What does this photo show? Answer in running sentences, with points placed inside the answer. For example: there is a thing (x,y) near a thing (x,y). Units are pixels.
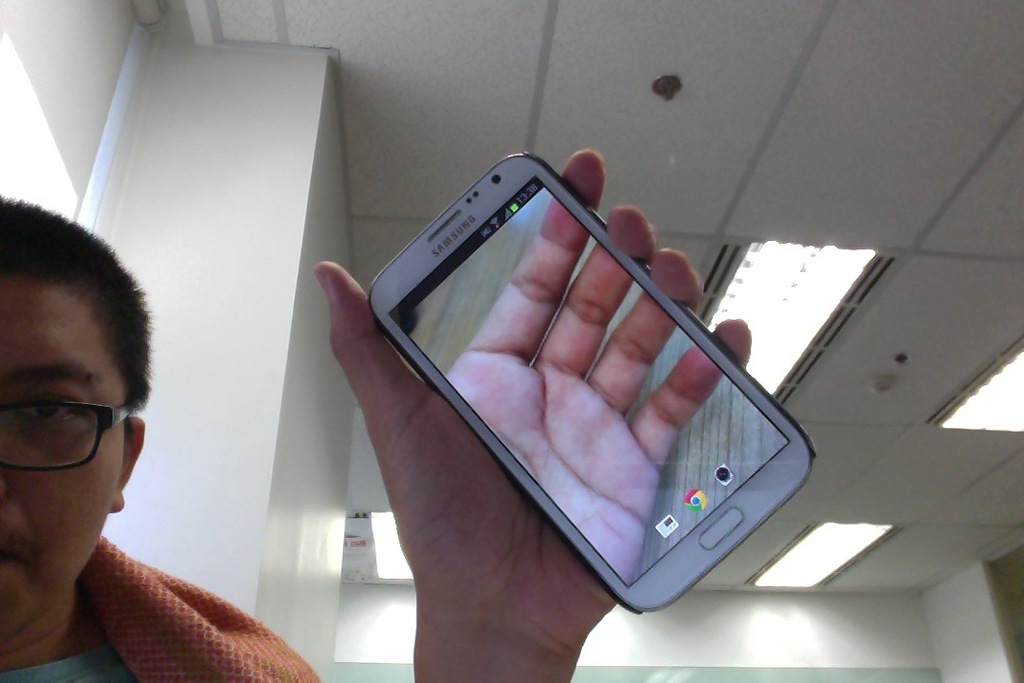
This image is clicked in a room (155,403). There is one person (54,556) sitting on the left side (126,668) and he is holding mobile phone (684,472). There are lights (786,293) on the top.
